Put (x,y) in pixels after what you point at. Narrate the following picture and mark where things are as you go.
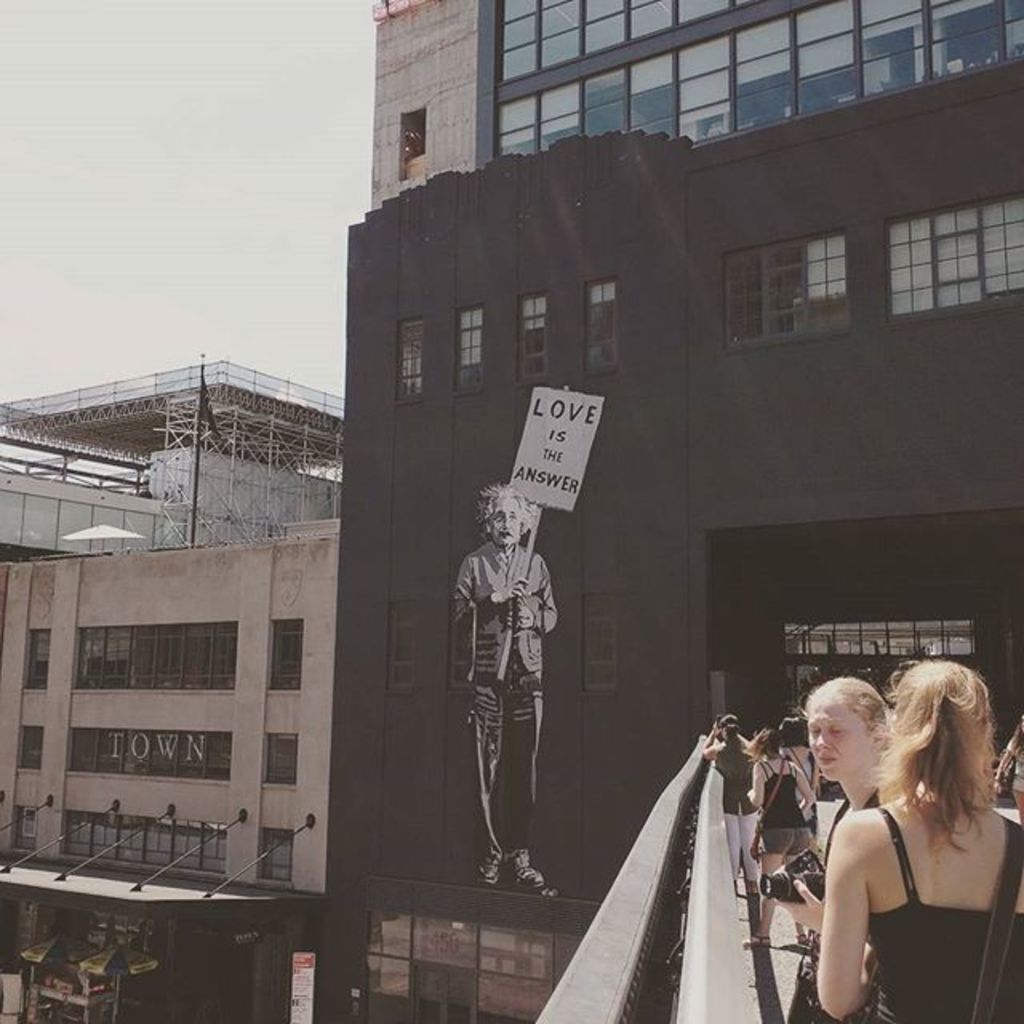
On the bottom right corner (912,1003) there is a woman (858,810) who is wearing black dress (949,952) and in front of her we can see other woman (863,777) who is holding a camera (786,877). Here we can see group of persons (762,752) standing near to the fencing (702,815). In the back (511,237) there are many buildings (303,576). Here we can see a person (502,566) painting who is holding an poster (540,450). On the top left corner (221,159) we can see sky (129,135) and clouds (103,133).
